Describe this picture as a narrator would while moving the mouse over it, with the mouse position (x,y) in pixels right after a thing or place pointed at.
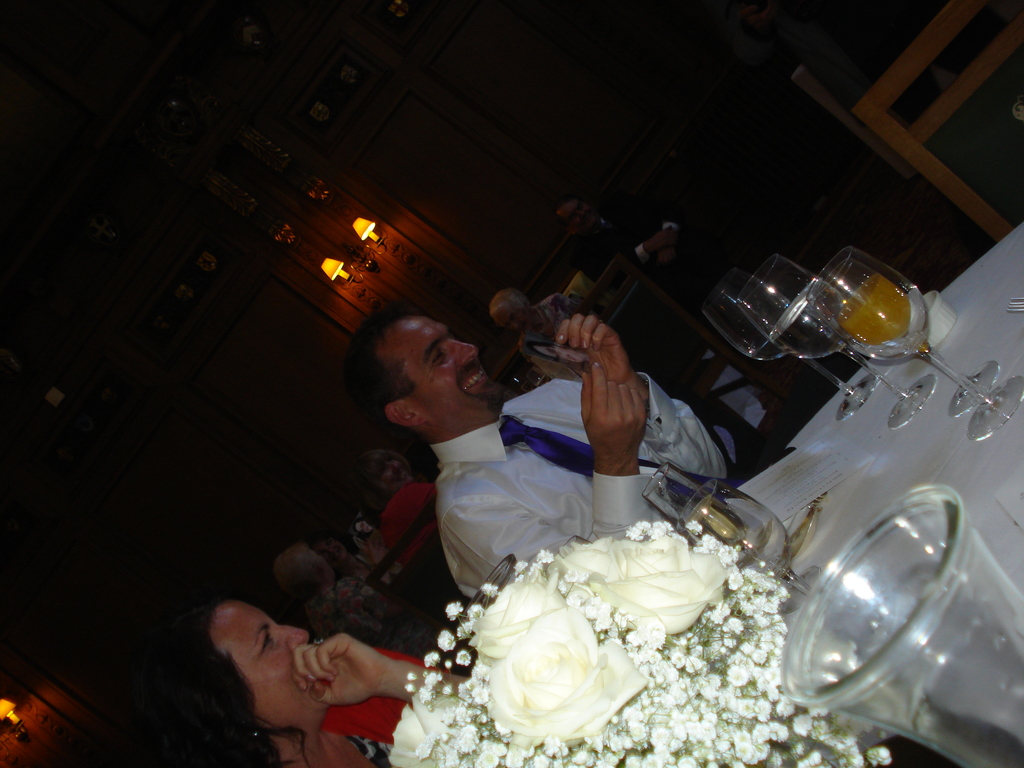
In this image, we can see few people (636,499) are sitting on the chairs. Here a person (454,479) is smiling and holding an object (555,356). On the right side (852,472) bottom of the image (946,692), we can see table (1010,554), flowers (759,699), glasses (958,680) and few things (813,472). Background (312,449) we can see wall (249,409) and lights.
